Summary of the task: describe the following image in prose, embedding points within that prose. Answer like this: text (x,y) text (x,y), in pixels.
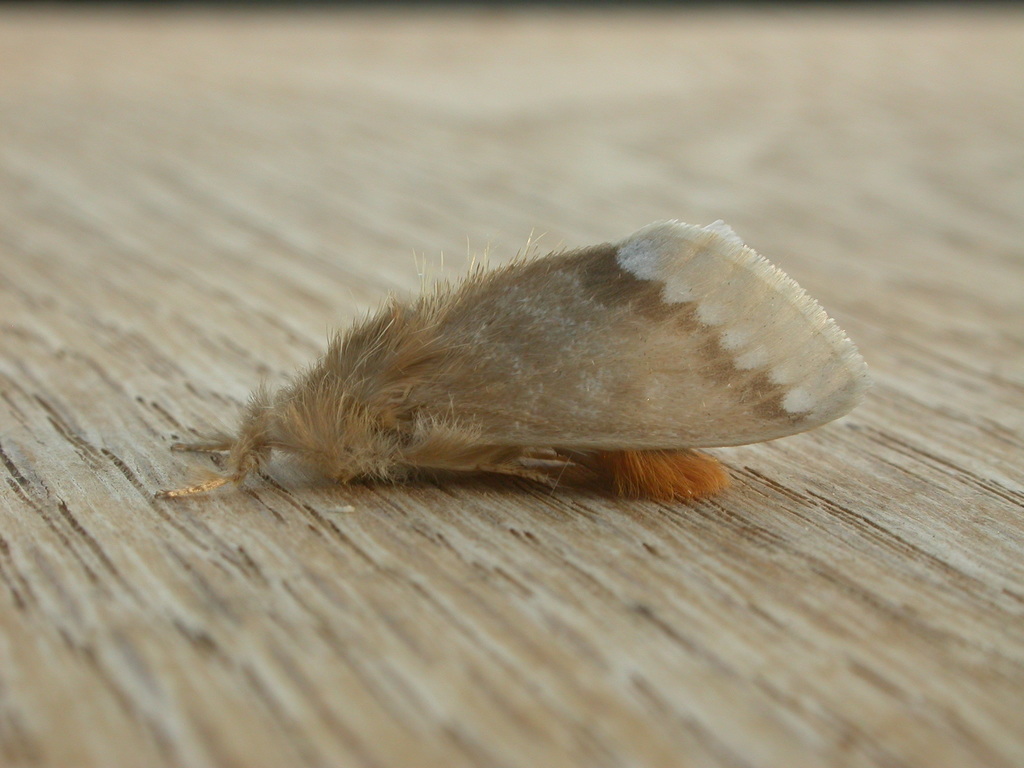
In this image there is a moth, on a wooden surface (297,556).
